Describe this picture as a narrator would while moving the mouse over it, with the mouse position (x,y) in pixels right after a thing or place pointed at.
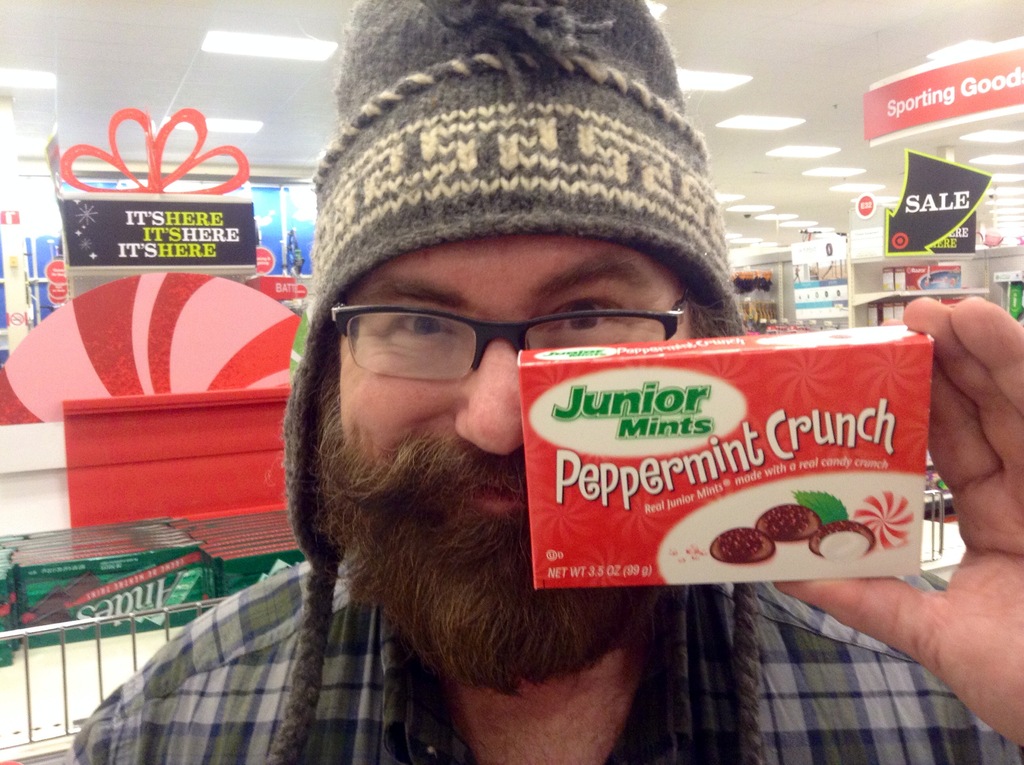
This image is taken in the store (296,544). In the center of the image (592,369) we can see a person (656,606) holding a box (575,508). In the background (880,289) there are shelves (856,280) and some objects (816,293) placed in it and we can see some lights (798,155) at the top (712,85).
